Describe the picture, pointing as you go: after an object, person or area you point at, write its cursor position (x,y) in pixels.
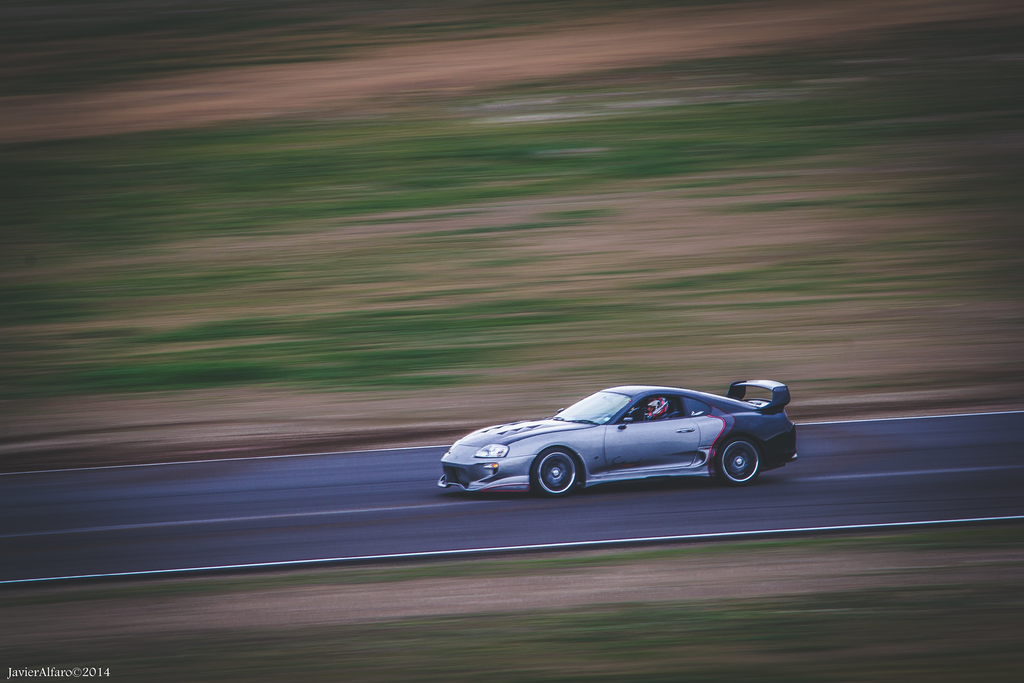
In this image there is grass (311,219), there is a person (659,411) driving a car (633,432), there is a racing track (430,509), there is a text (55,671) towards the bottom of the image (53,671).
